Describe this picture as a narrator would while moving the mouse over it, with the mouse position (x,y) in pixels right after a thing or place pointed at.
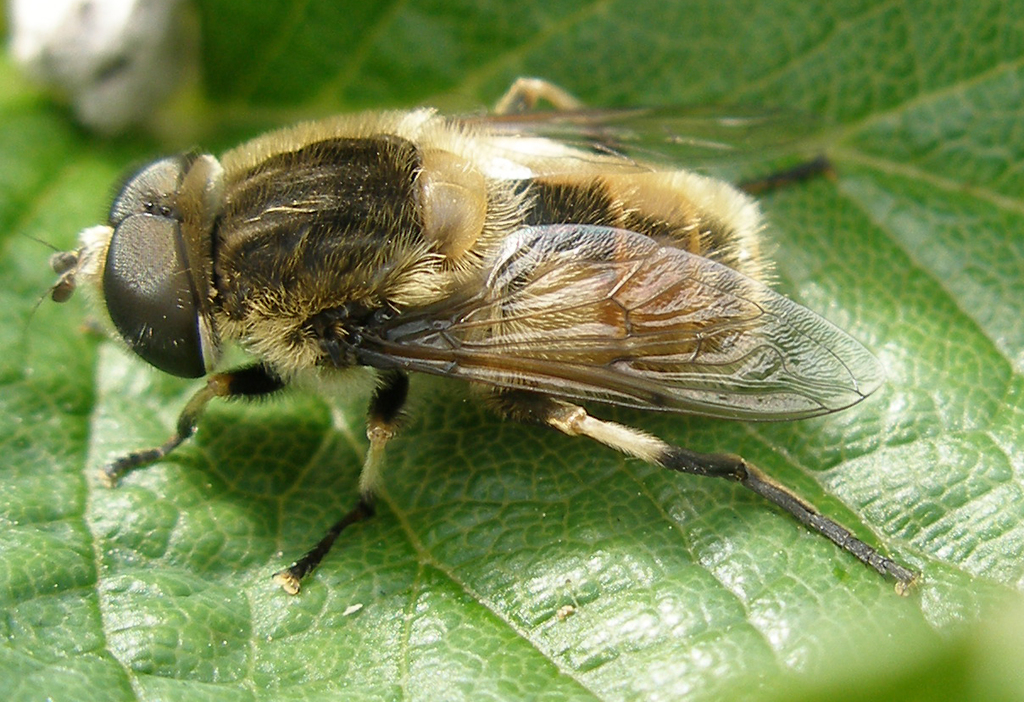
In this image there is a hoverfly (362,307), at the background of the image (743,524) there are green leaves (516,598), there is an object (103,60) towards the top of the image (109,49).
